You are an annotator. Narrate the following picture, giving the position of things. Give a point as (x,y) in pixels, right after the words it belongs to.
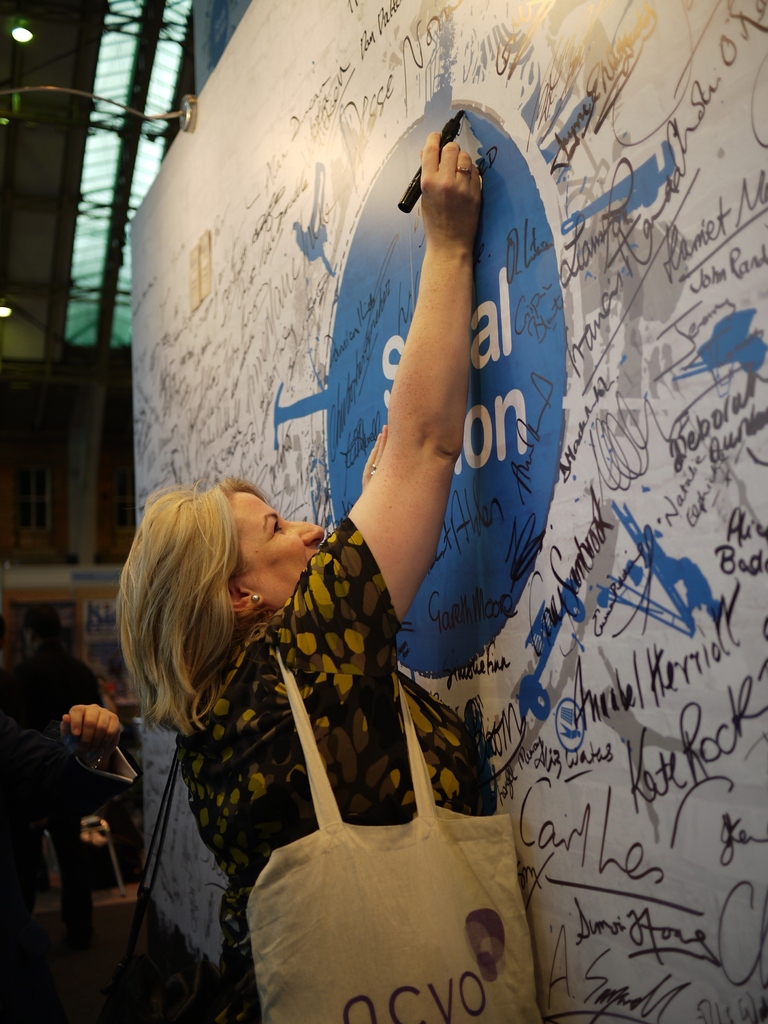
In the image we can see there is a woman (256,653) who is standing and she is writing with a sketch (446,139) on the board (401,166).
